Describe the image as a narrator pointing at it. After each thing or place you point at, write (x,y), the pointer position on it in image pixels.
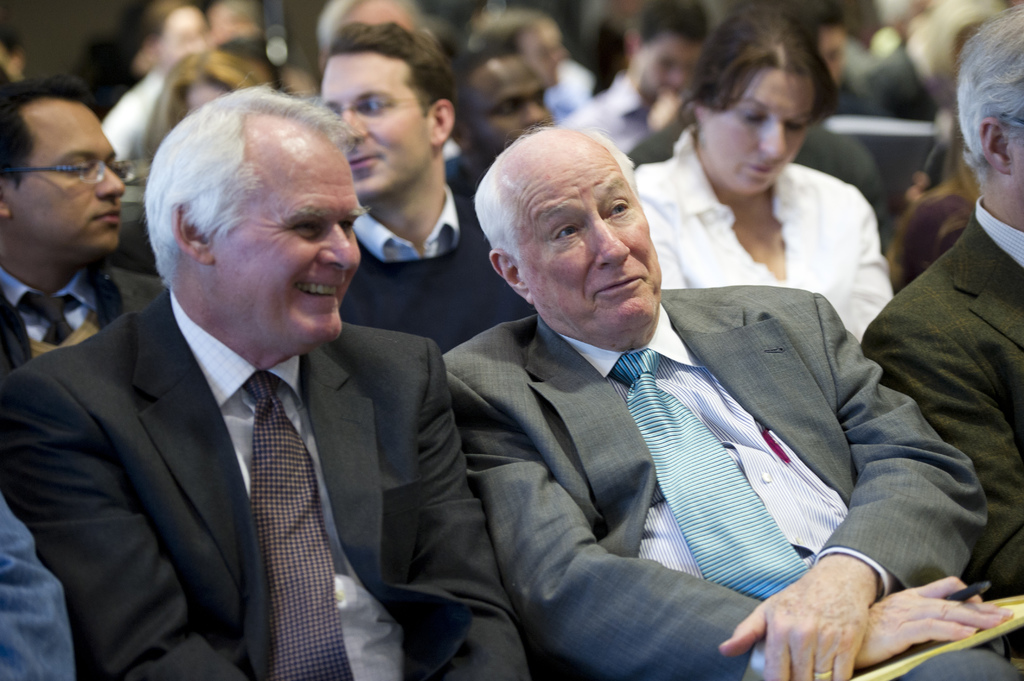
In this image, we can see a group of people (645,527) are sitting. Here few people (429,370) are smiling. Here a man (975,599) is holding pen (985,588).
